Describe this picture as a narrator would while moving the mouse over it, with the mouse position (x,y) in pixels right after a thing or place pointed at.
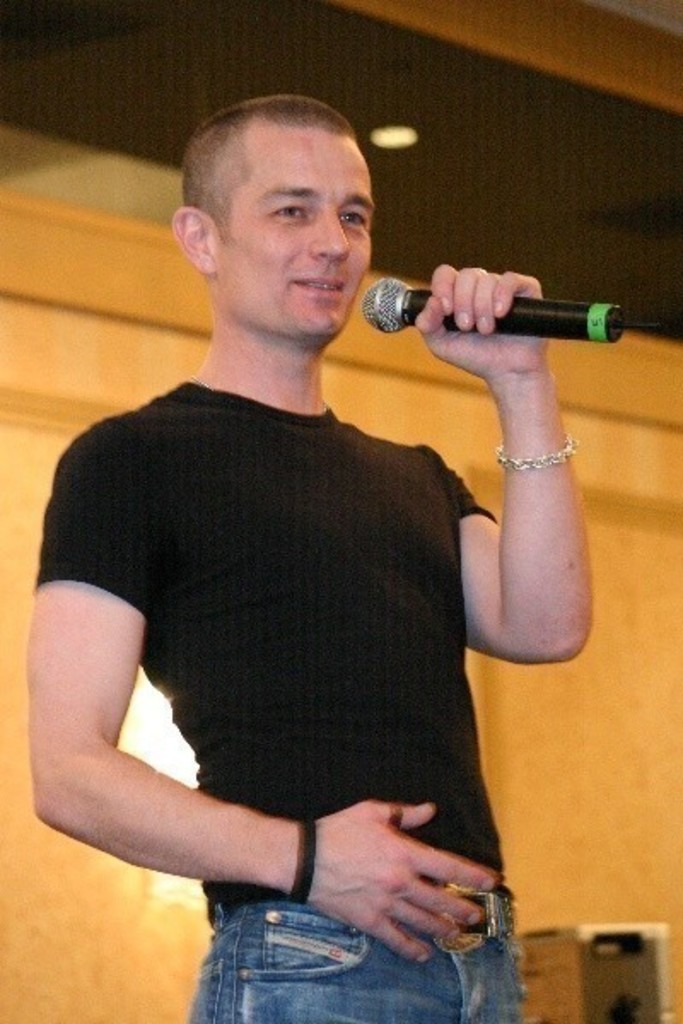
In this image I see a man (547,417) who is standing and holding a mic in his hand (536,348) and he is also smiling, I can see that this man (296,254) is wearing a black colored t-shirt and blue jeans (318,942), In the background (40,878) I see the wall (665,810), light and another light (381,132) on the ceiling (302,48).
